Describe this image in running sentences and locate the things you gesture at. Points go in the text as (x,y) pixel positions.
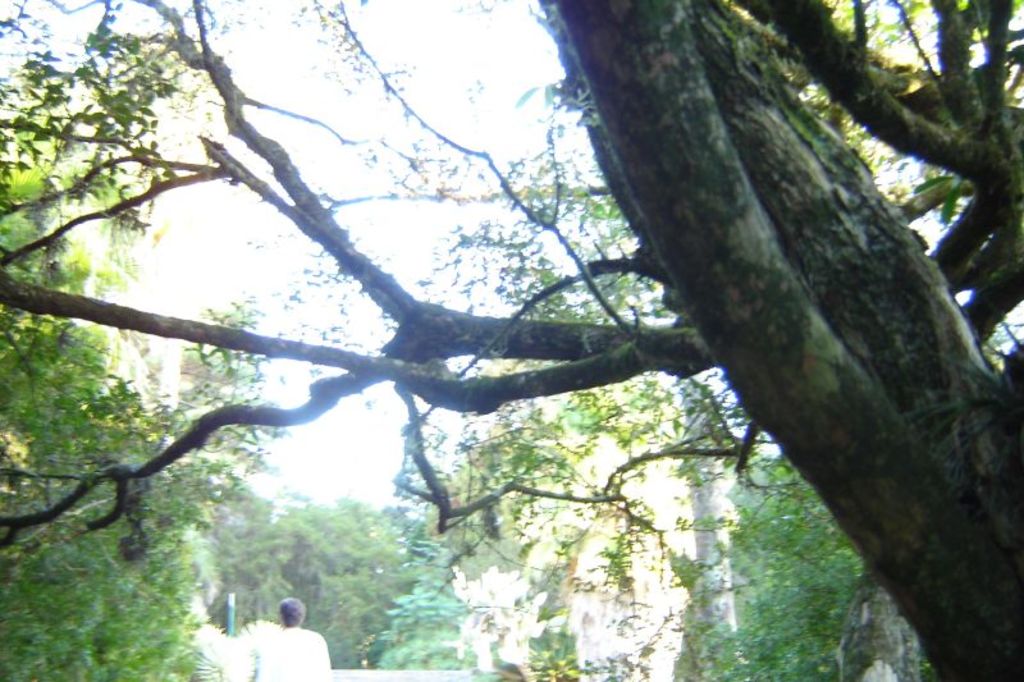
In this image there is a tree trunk (653,240) on the right side (886,358). In the background (364,528) there are trees (328,535). At the bottom (286,648) there is a person (291,637). On the left side (52,414) there are green leaves (32,428).
